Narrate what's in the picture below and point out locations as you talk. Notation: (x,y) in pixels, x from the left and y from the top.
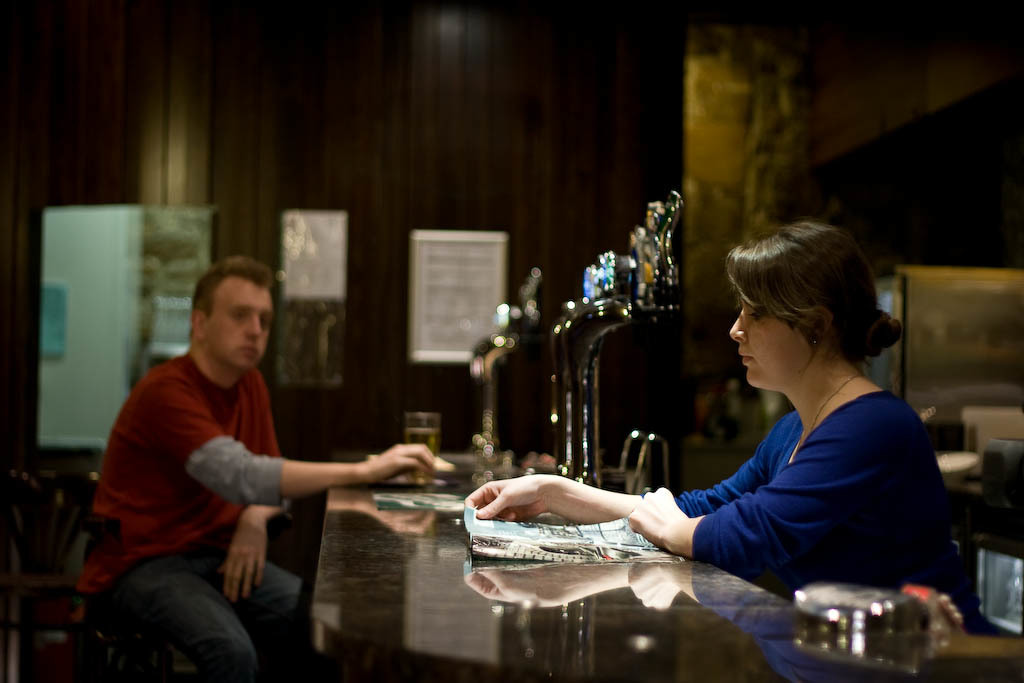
In this image I can see two persons (177,486) sitting on either side of the black colored table (456,546) and on it I can see few books (524,552), a glass (433,422) and few other objects (452,469). In the background (445,439) I can see the wall (444,119) and few objects (341,274) attached to the wall (362,259).
